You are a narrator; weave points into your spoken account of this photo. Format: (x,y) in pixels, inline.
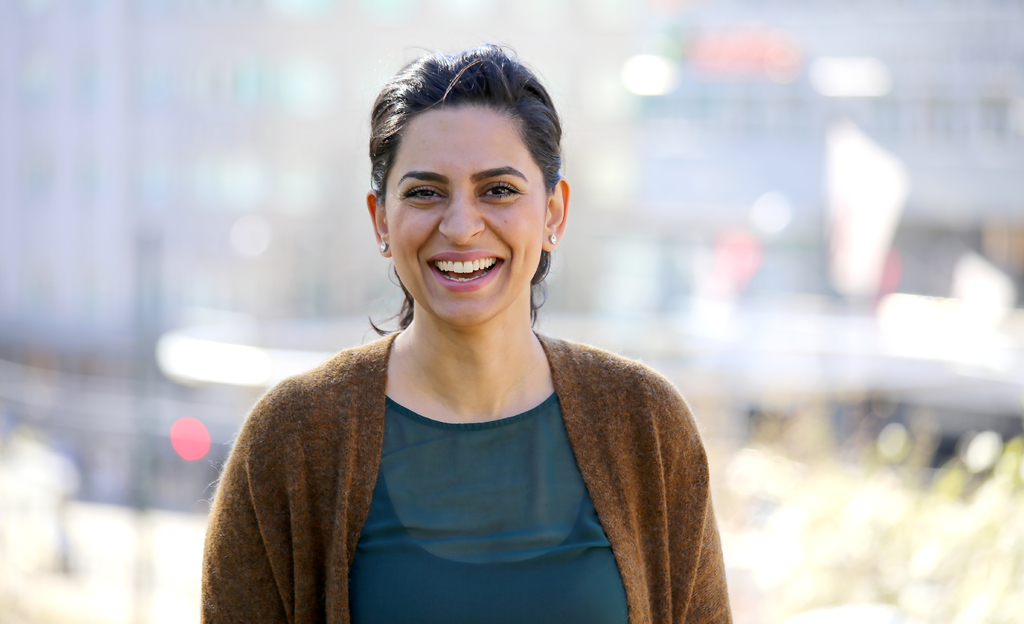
In the picture we can see a woman (414,463) standing and she is in green dress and top of it we can see brown dress (682,551) and she is smiling and in the background (153,563) it is not clear.
